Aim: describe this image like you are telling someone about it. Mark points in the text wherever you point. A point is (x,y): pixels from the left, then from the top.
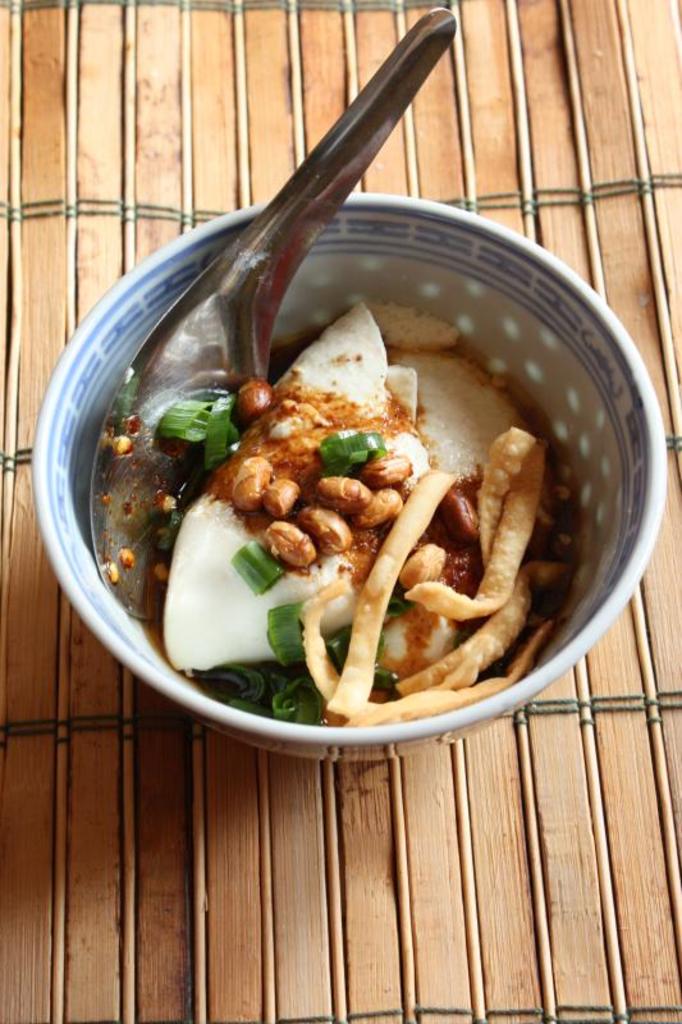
In the image there is some food item (290,476) kept in a bowl (493,223) and there is a spoon (202,333) inside the bowl (318,302).
